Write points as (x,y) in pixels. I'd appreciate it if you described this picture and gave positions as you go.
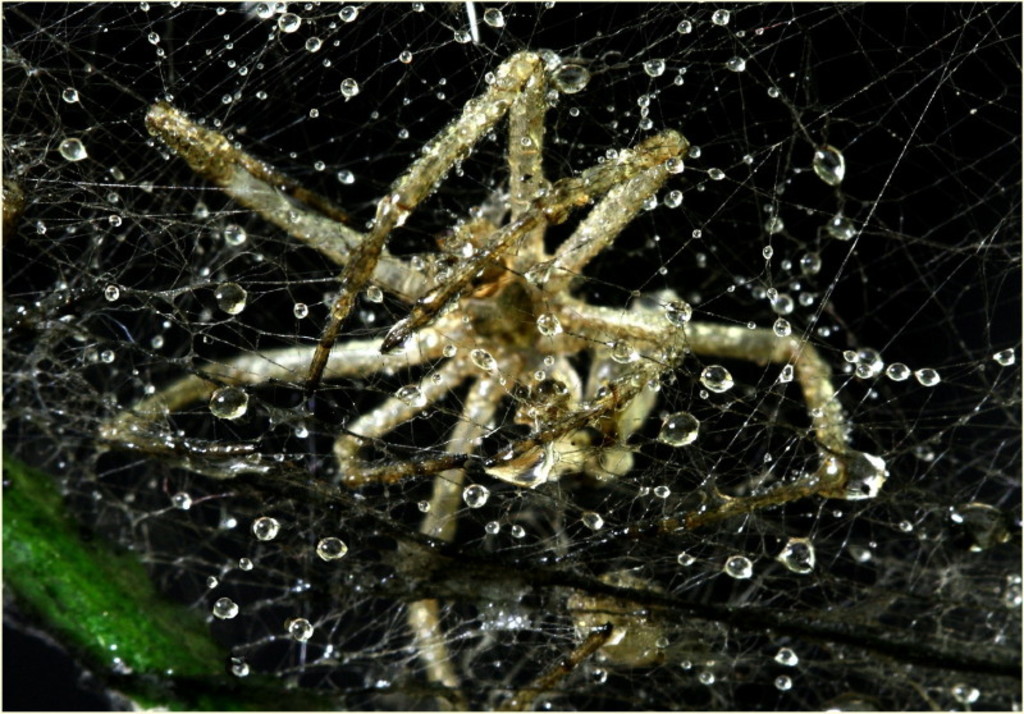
In this image we can see spider (514,370) in its web (50,350).
